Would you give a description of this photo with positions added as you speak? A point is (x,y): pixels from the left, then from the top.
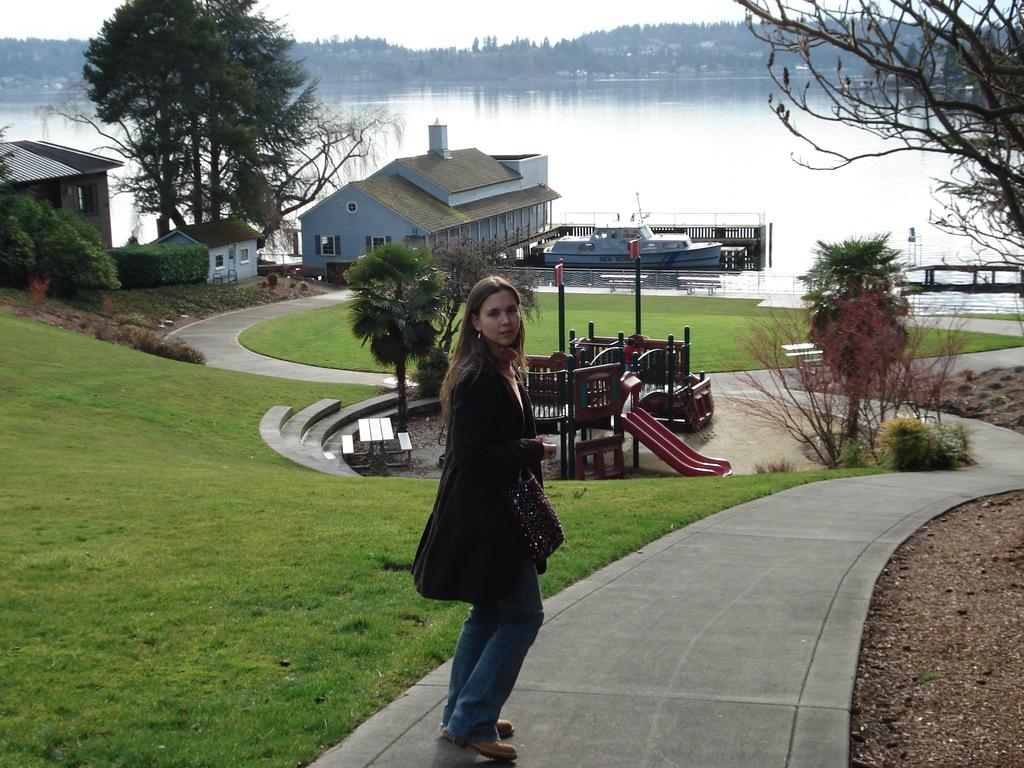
In this picture there is a girl (511,495) wearing a black color sweater (508,539) is standing on the walking area (687,648) and giving a pose. Behind there is a playing ground (531,367) in the garden (285,465). Behind there is a blue color shade house (353,255) and boat (633,232) parked beside it. In the background (643,174) we can see a river (553,96) and some tree (354,128).
